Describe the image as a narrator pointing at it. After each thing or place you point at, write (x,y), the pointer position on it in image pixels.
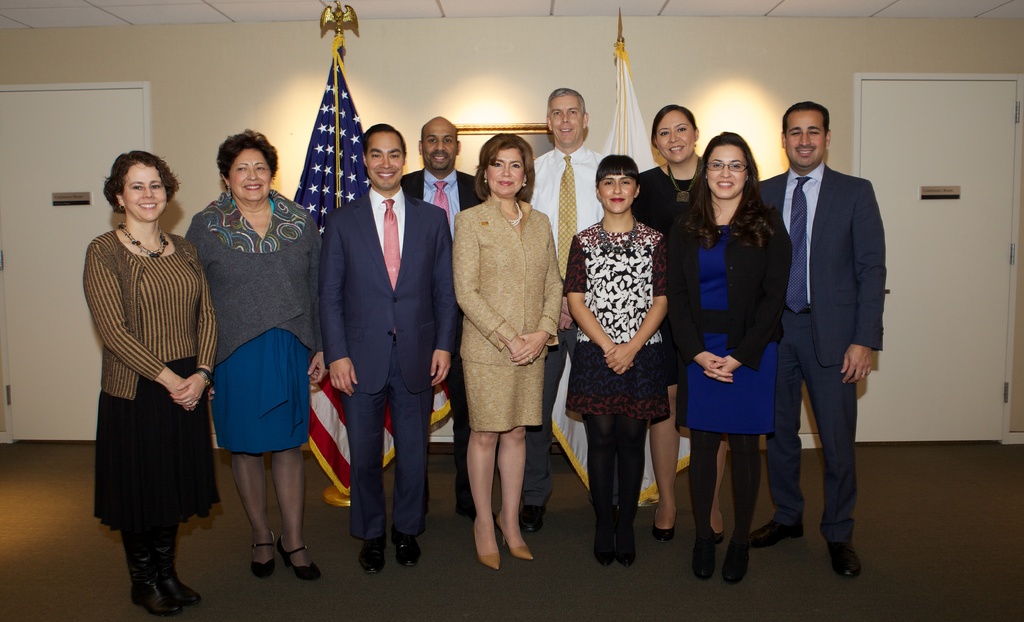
In this picture we can observe some people (540,249) standing and smiling. There are men (419,273) and women (748,275) in this picture. Behind them there are two flags (323,164) which were in blue and white colors. In the background (289,103) there is a wall (435,93) and we can observe three lights (747,122) and two white color doors (97,160).
